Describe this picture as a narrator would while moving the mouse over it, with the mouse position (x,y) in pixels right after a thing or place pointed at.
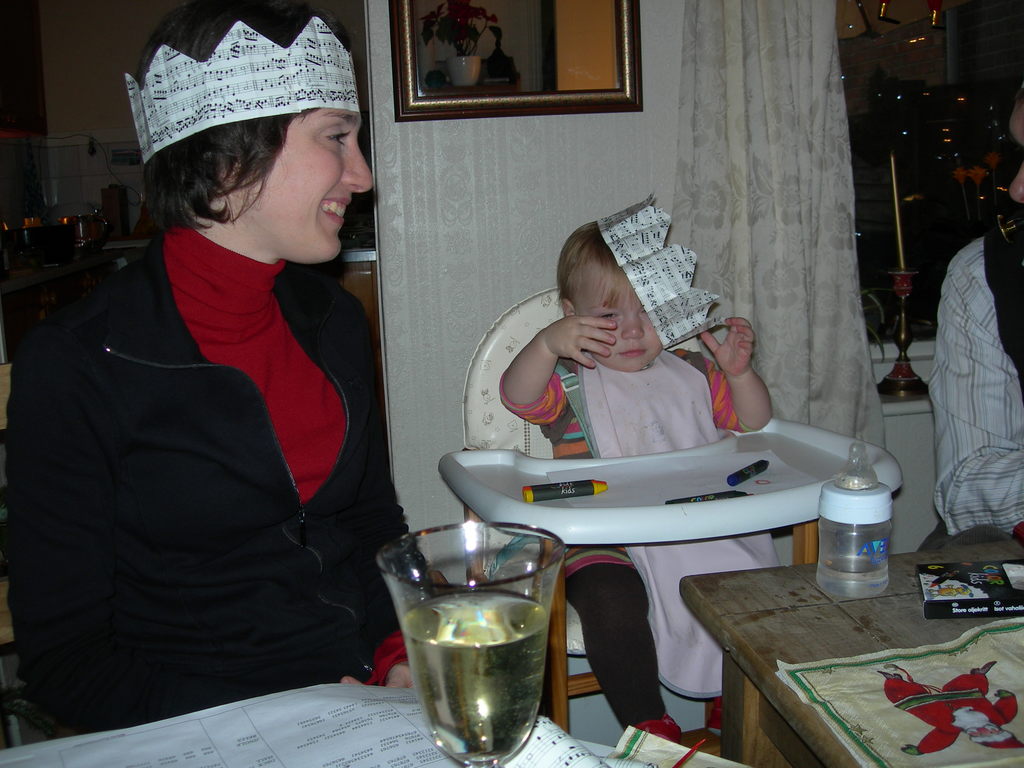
This is inside a room (585,173). In the left side (121,418) one lady (141,448) wearing black jacket (217,435) and red t shirt (203,323) is smiling in front of her there is paper (350,758) and wine glass (504,621). beside her a kid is sitting on chair (612,497) some crayons (586,485) are there on the chair (653,481). In front of the kid (773,545) there is one wooden table (894,625) on that there are paper (940,707), bottle (870,566). On the right side (1014,499) there is a man (1012,399) sitting. in the background (858,179) there is curtain (805,147), window (880,72), painting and in the left side (30,189) we can see the view of kitchen (52,229).
